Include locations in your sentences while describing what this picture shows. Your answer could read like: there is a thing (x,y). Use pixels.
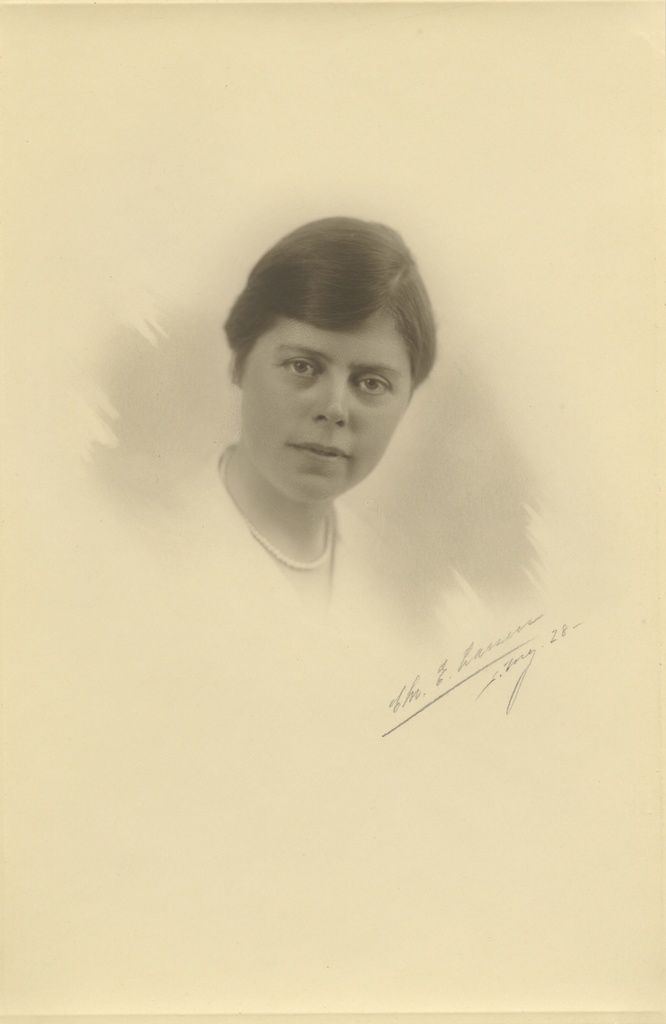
In this image we can see a photo (400,620) of a person (355,552) and some text (481,694) written on it.
